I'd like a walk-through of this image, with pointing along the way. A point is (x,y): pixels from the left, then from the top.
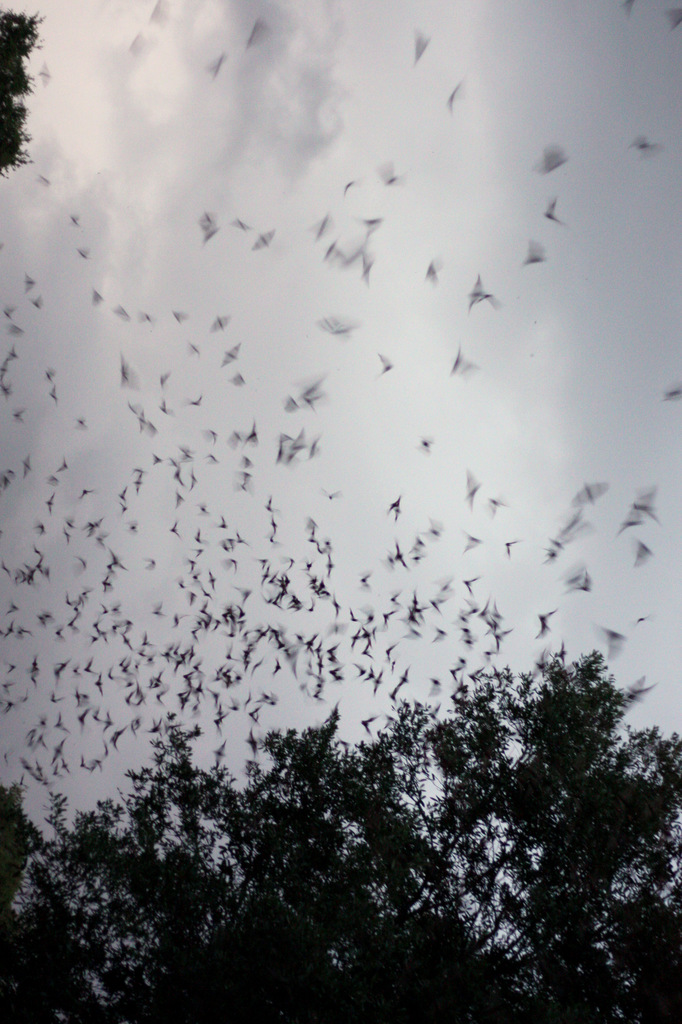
In this image we can see many trees (224,902). Also there are many birds (240,612) flying. In the background (268,340) there is sky (479,596) with clouds (503,597).
